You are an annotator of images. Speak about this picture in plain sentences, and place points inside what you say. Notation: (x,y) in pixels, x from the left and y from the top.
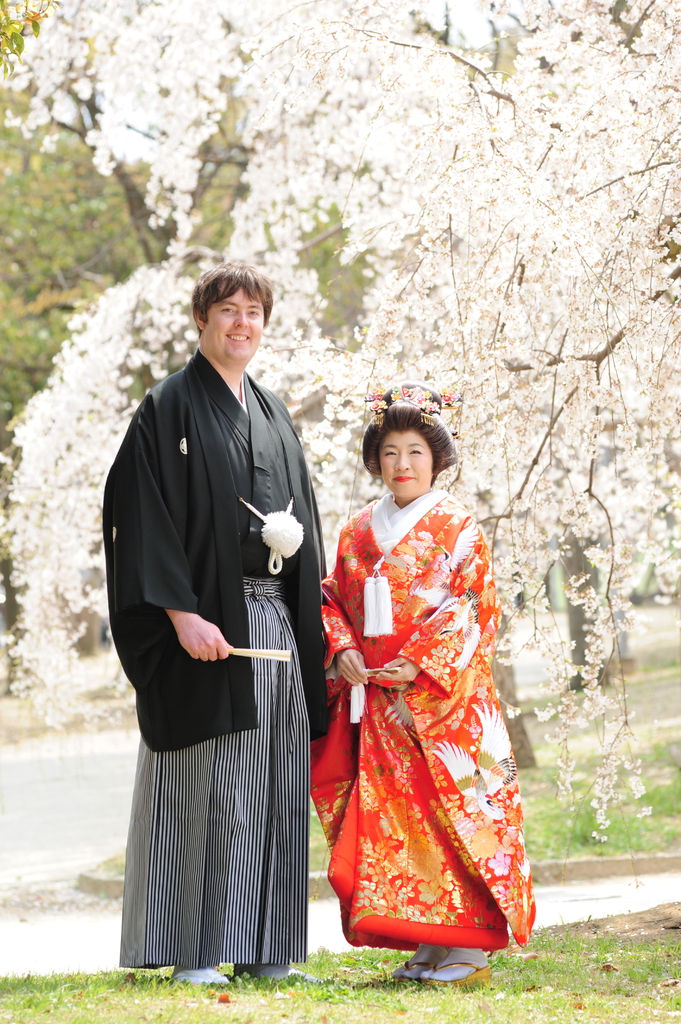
In this picture I can see a man (319,570) and a woman (332,681) who are standing in front (256,579) and I see that they're on the grass (122,1009). I can also see that both of them are smiling and holding a thing (247,651) in their hands (194,654). In the background (137,355) I see number of trees (605,360) and I see the path (47,842).
